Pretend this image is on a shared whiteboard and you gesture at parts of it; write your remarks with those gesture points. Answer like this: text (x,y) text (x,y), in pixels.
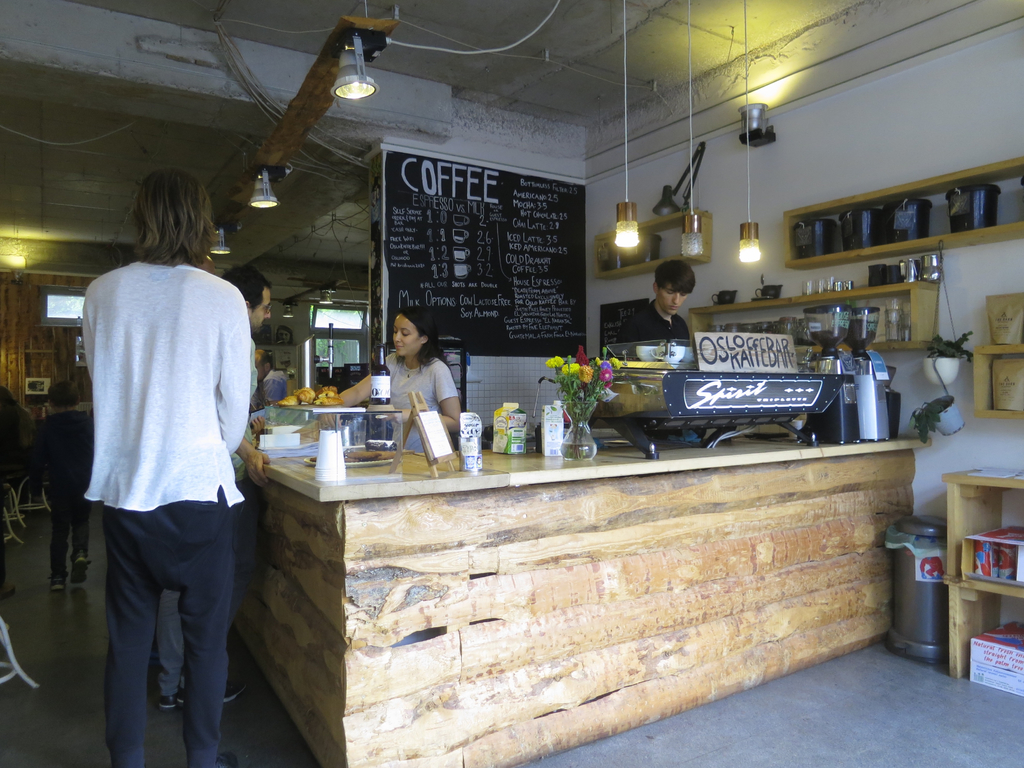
In this image, we can see a table (812,456), there are some objects (630,413) on the table (353,517), we can see some people (182,434) standing and there is a black color poster (468,183), we can see some lights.
